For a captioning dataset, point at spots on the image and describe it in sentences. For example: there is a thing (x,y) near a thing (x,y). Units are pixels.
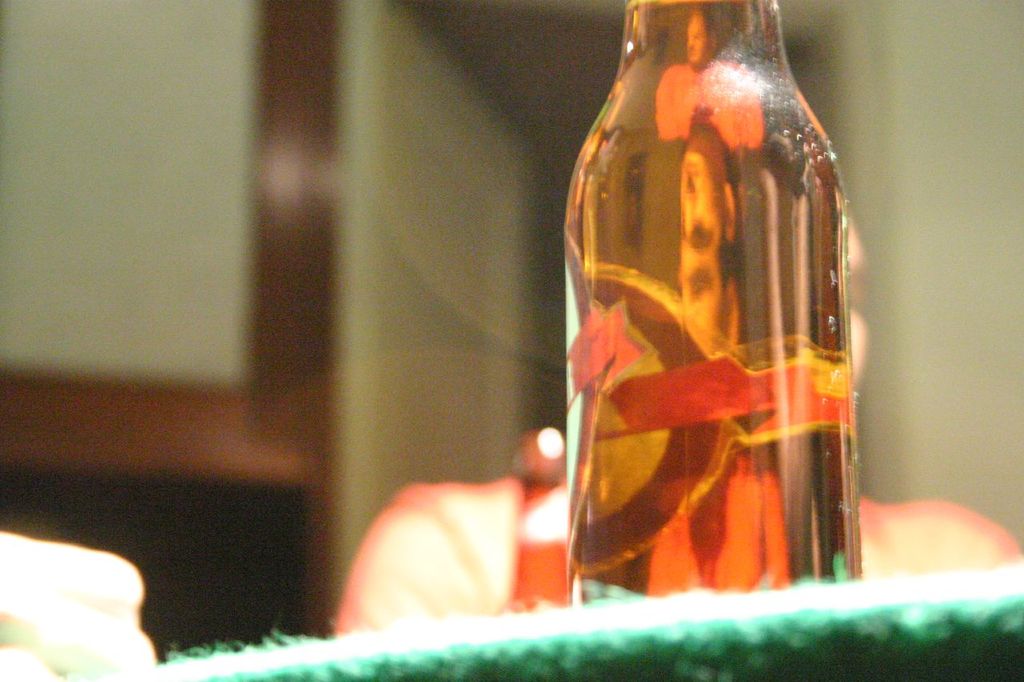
This picture shows a bottle (615,422) on the table (935,630).
